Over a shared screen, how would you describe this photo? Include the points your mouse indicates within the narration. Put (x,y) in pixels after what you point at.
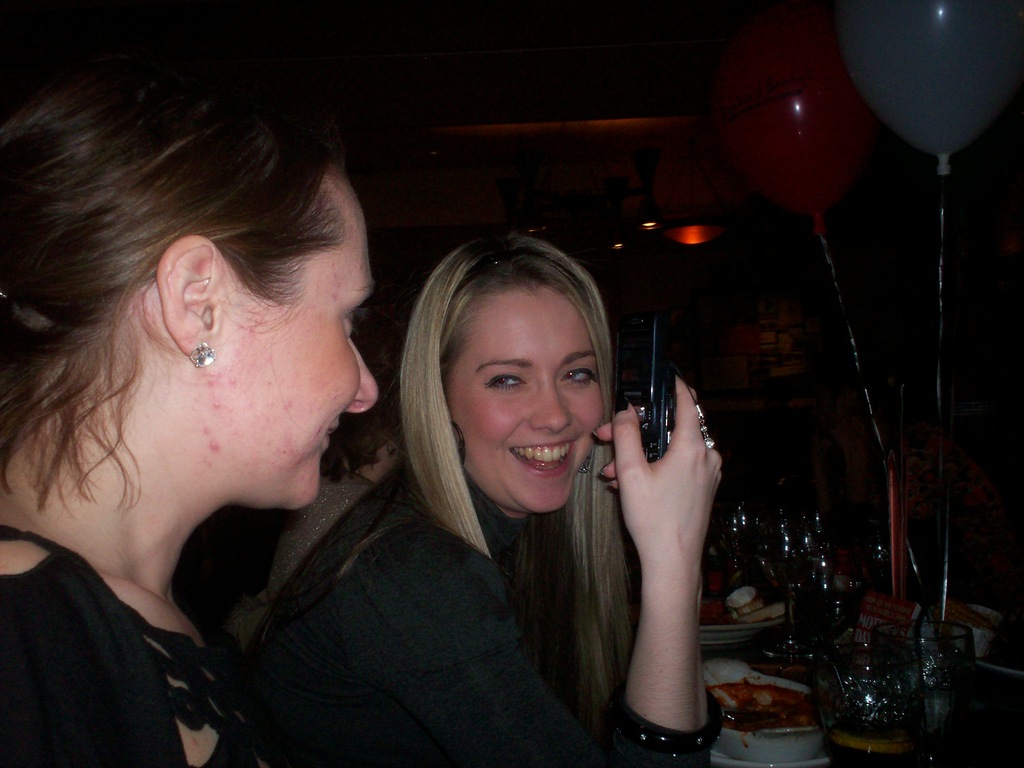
In this picture we can observe two women (159,589). Both of them are smiling. We can observe a mobile (652,397) in one of the woman's hand (630,482). Both are wearing black color dresses (368,655). In front of them there is a table (732,656) on which we can observe glasses (806,595). There are two balloons (803,128) and the background (490,173) is completely dark.
